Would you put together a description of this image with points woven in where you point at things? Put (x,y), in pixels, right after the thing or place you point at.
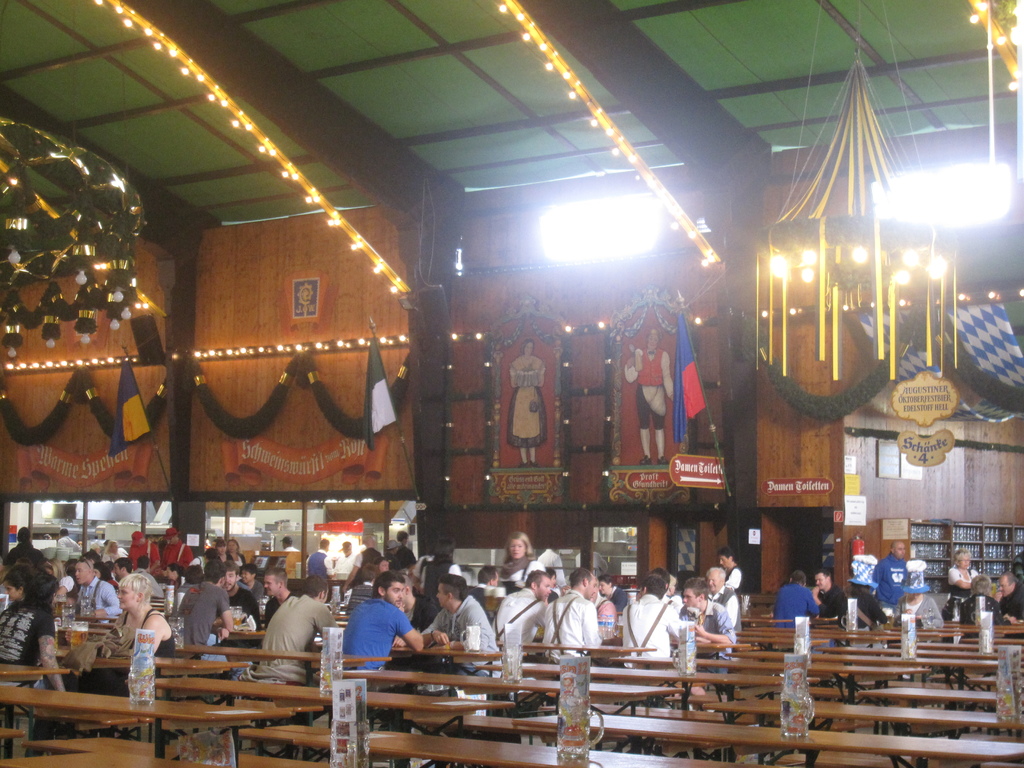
In the image I can see tables (222,689), chairs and people (62,538). In the middle of the image (492,355) I can see posters (511,336). At the top of the image (91,168) I can see the lights (352,232).
